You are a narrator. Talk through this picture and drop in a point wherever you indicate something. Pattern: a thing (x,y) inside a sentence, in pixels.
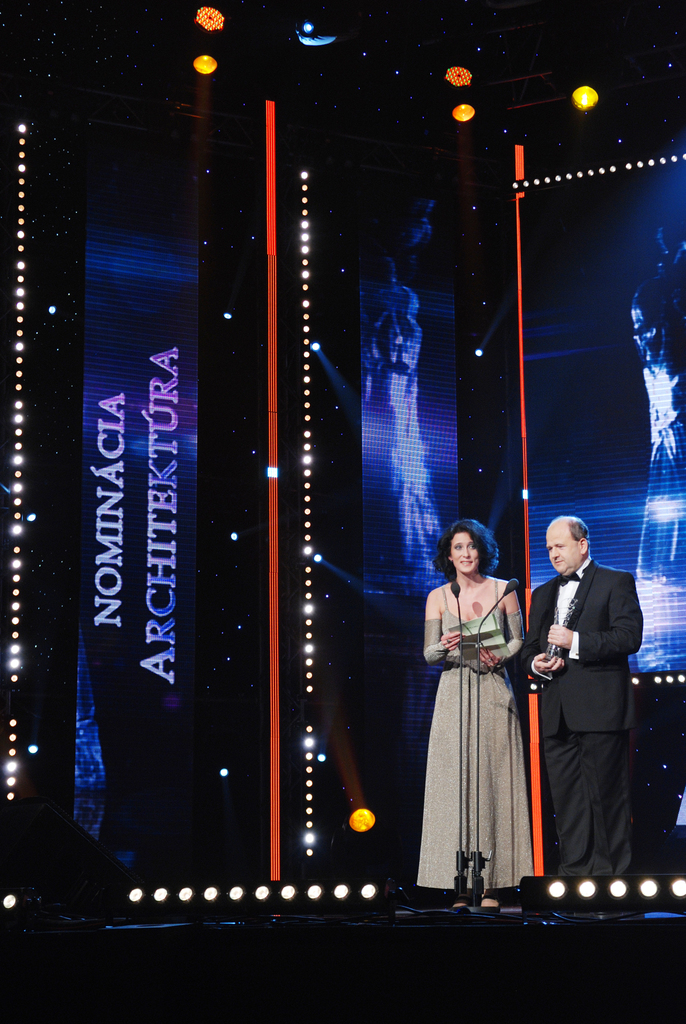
In the center of the image (454,646) there are two people (589,861) standing on the stage (441,905). In the background of the image (640,462) there is a screen (374,361). There is a mic (460,663). At the top of the image (586,100) there are lights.
